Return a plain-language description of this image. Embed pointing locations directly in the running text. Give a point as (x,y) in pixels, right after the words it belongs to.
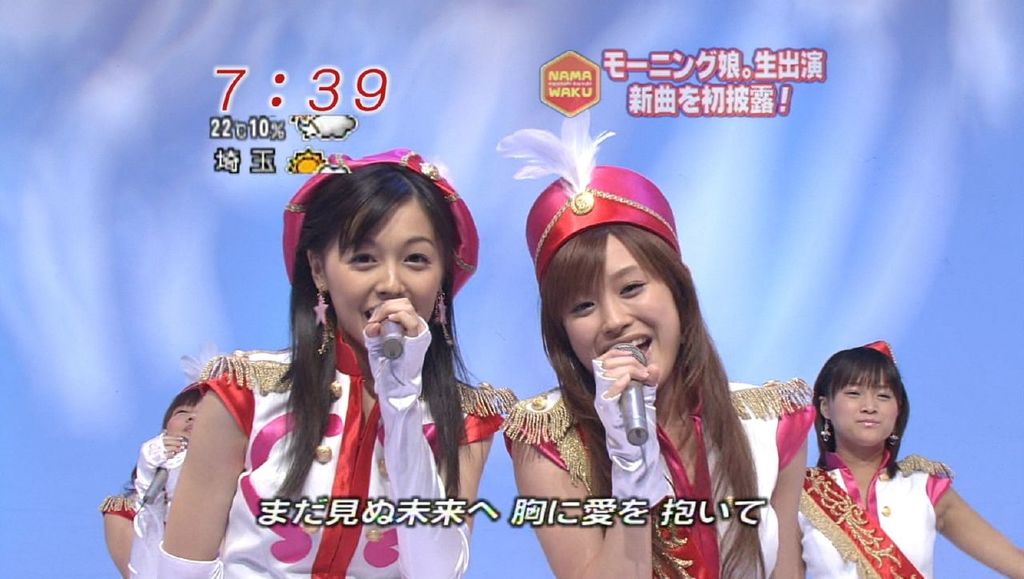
Background (69,116) portion of the picture is in blue and white color. In this picture we can see four women (231,376) and three women (299,355) are holding microphones (161,480) in their hands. We can see watermarks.
